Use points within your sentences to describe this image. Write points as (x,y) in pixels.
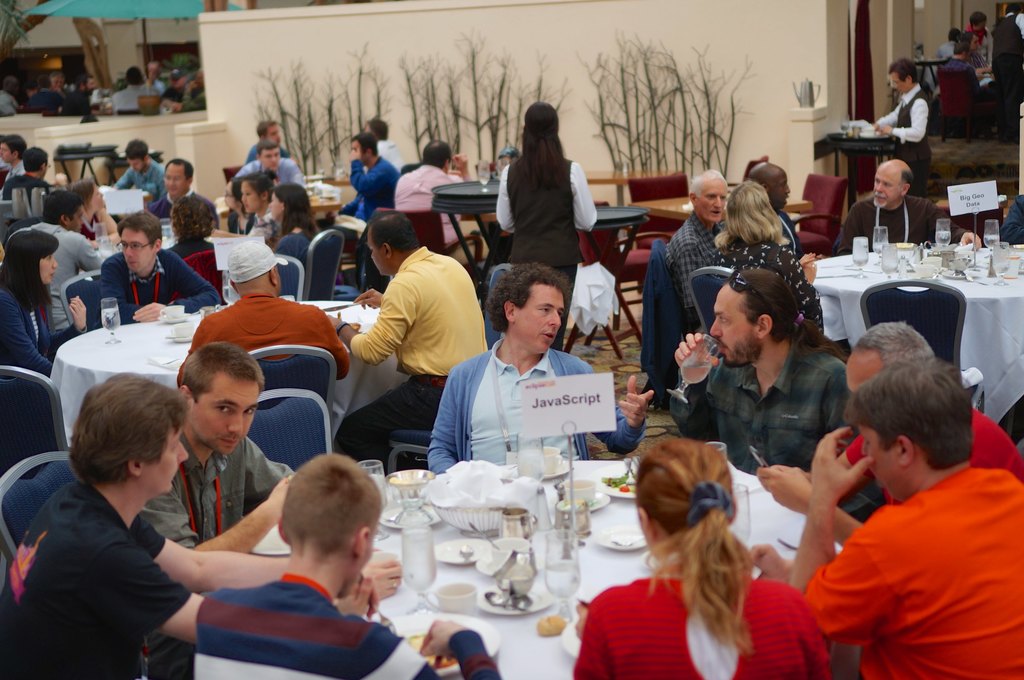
As we can see in a picture that there are many people (278,262) sitting on a chair (293,281). There are many chair (293,281) and table (95,351). On a table (395,548) there are glasses (422,562), wine glasses (549,569), tea cups (584,492) and spoons (464,551).
